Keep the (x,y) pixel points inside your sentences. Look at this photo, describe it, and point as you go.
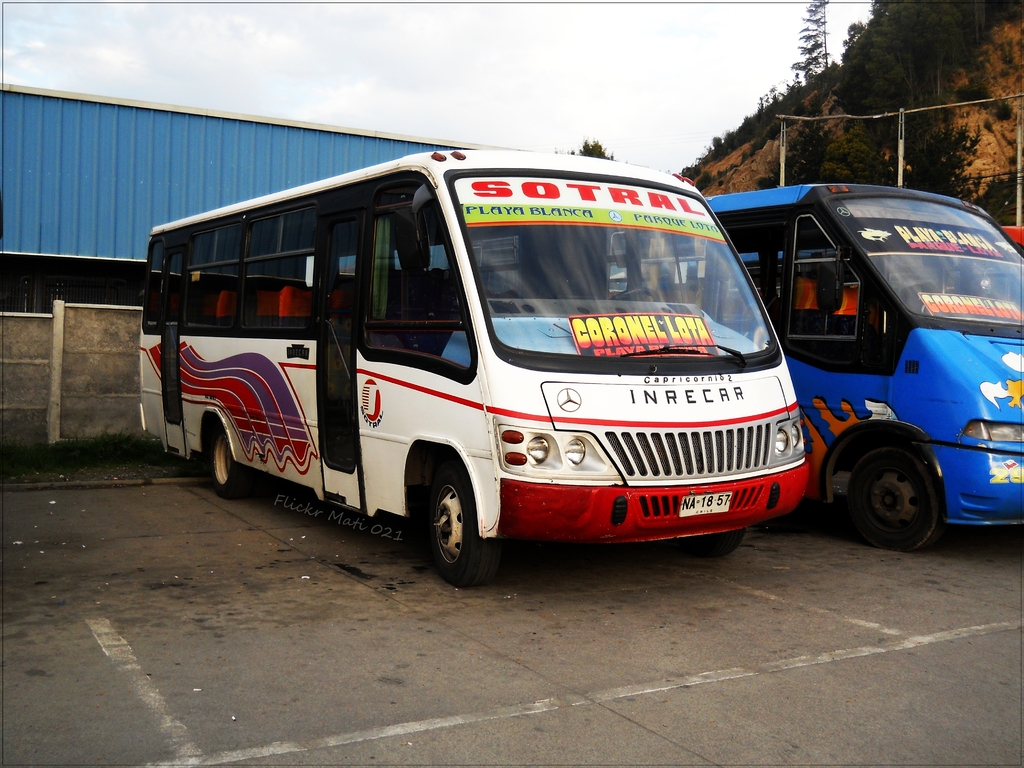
As we can see in the image there are buses (463,394), wall (113,342), trees (826,158), hill (757,159) and sky (635,72).
